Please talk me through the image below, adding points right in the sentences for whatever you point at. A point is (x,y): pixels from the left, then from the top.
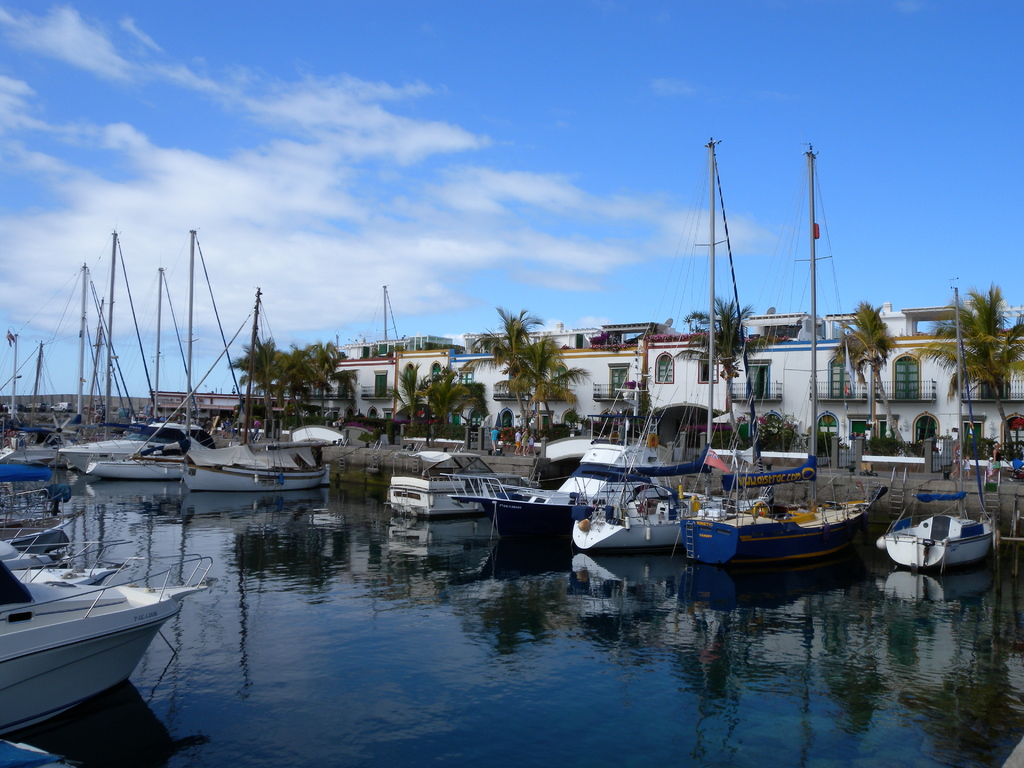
In this picture we can see boats (273,447) on water (271,657) and in the background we can see buildings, trees (296,354), persons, sky (306,240).
